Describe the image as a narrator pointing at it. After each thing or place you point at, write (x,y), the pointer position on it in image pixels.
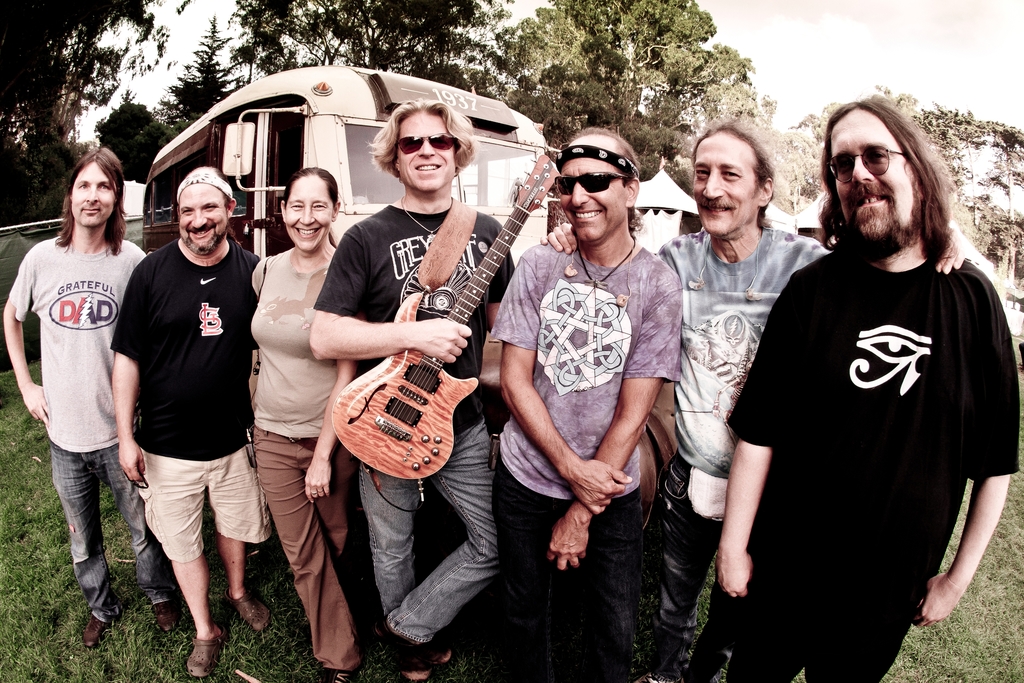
A group of people (79,204) are posing at a camera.
